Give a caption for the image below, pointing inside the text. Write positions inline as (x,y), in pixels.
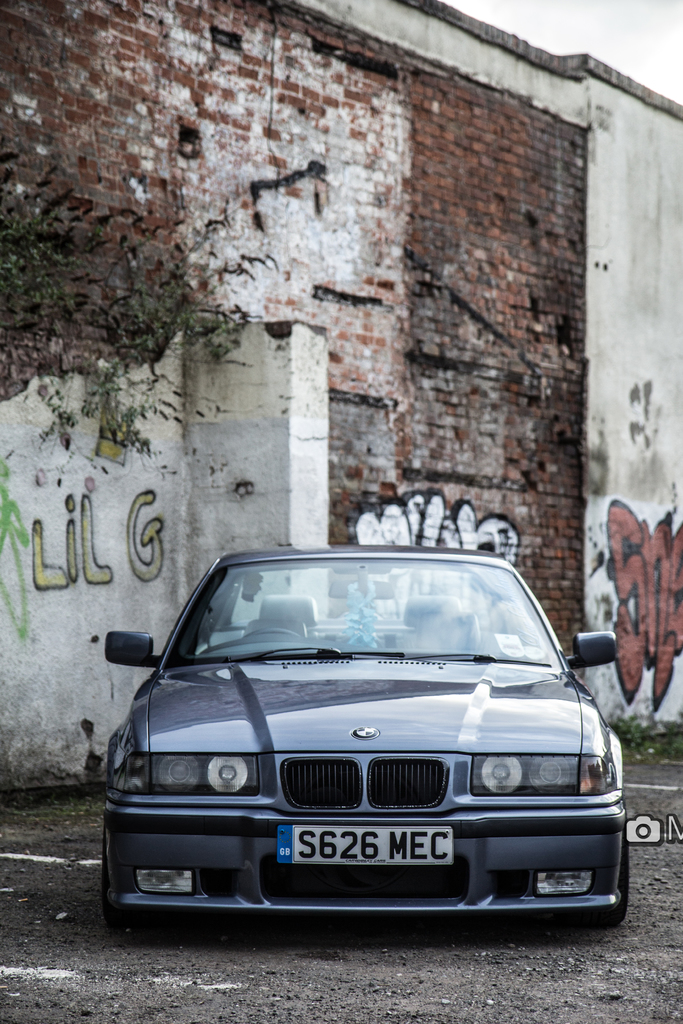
In this picture, we see a car (329,818) which is in grey color. Behind that, we see a wall (277,435) which is made up of red colored bricks (455,452). We even see some text (486,525) written on that wall (215,530). On the top right (624,58), we see the sky (637,72) and this picture is clicked outside the city.
